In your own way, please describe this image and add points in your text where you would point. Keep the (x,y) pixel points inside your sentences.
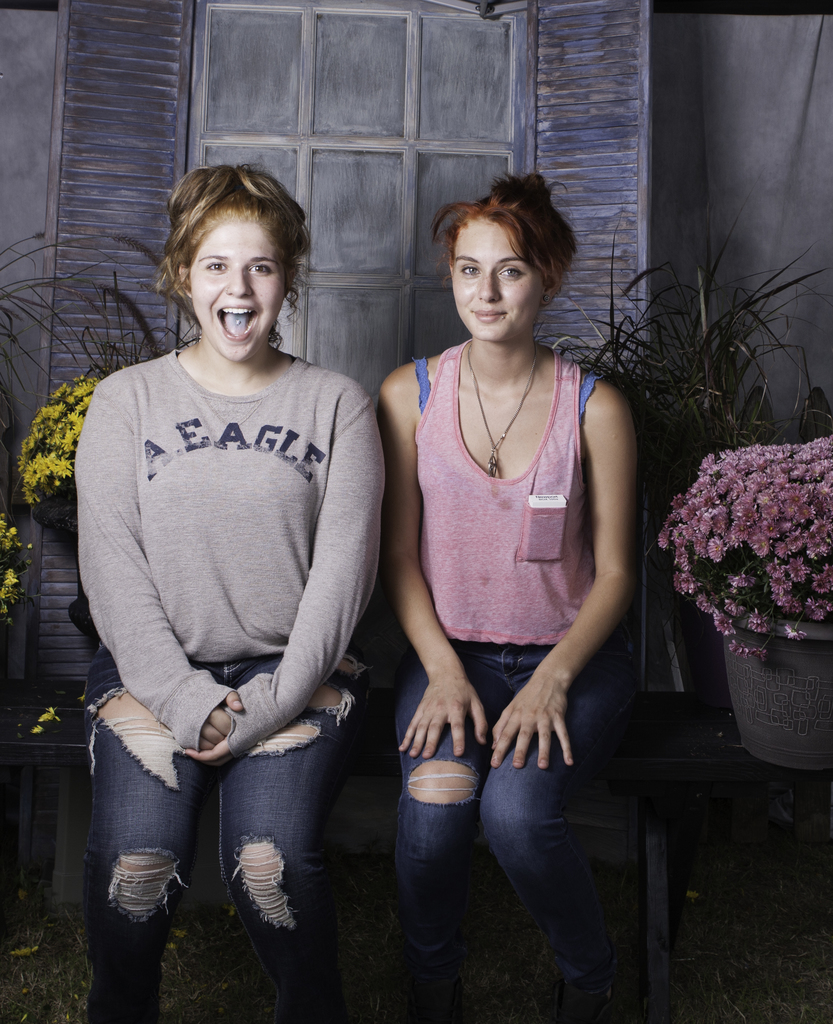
In this image we can see two women (528,413) are sitting on a bench (648,900). Here we can see plants (42,423) and flowers (772,537). In the background (143,68) we can see wall (699,167) and window doors (592,167).
